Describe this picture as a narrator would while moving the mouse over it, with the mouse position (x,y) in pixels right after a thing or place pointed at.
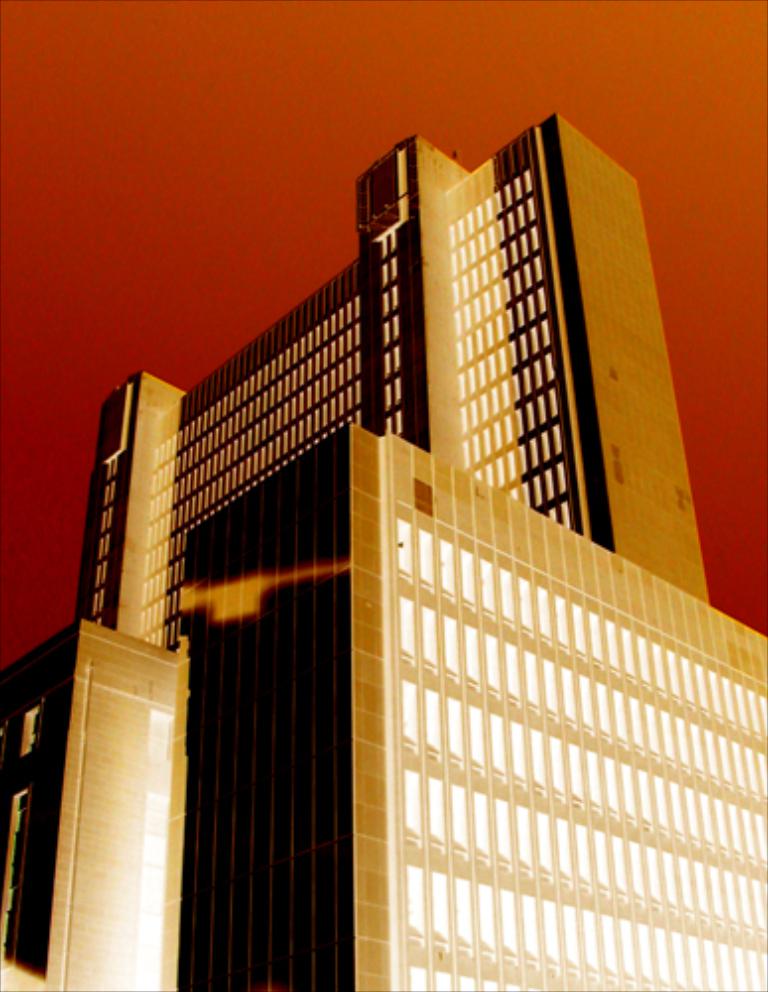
This is an animated picture. In the foreground of the picture (381,498) there is a skyscraper (307,425). At the top (309,145) it is red.
